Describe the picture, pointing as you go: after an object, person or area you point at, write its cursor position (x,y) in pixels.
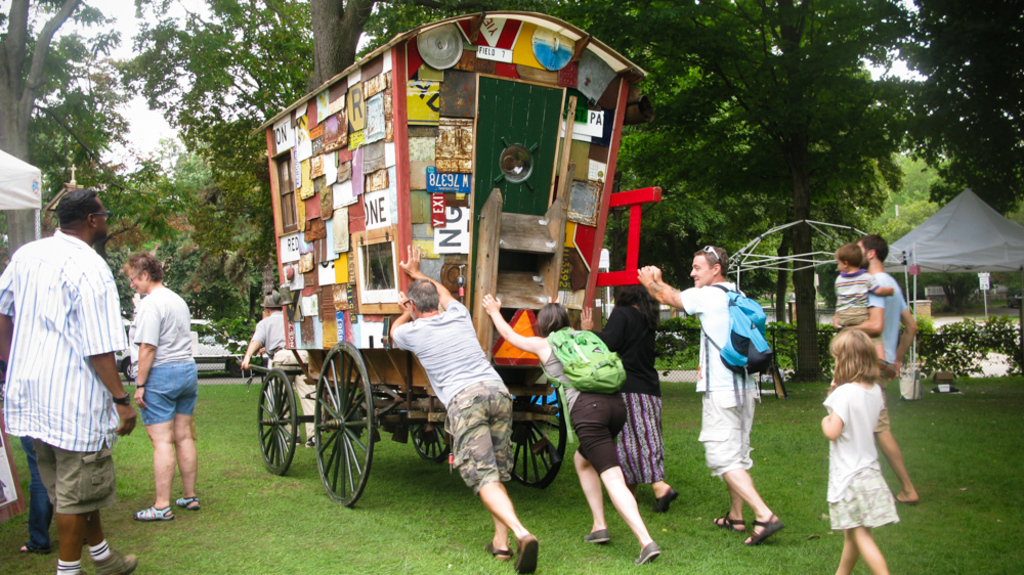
In this image we can see a few people (411,332), among them some people (628,378) are pushing the cart (398,211), we can see some posters (377,167) on the cart (356,272), there are some trees (919,288), poles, vehicles (225,363), plants (929,349), grass (822,508) and a tent (946,266), in the background (167,124) we can see the sky (124,45).
